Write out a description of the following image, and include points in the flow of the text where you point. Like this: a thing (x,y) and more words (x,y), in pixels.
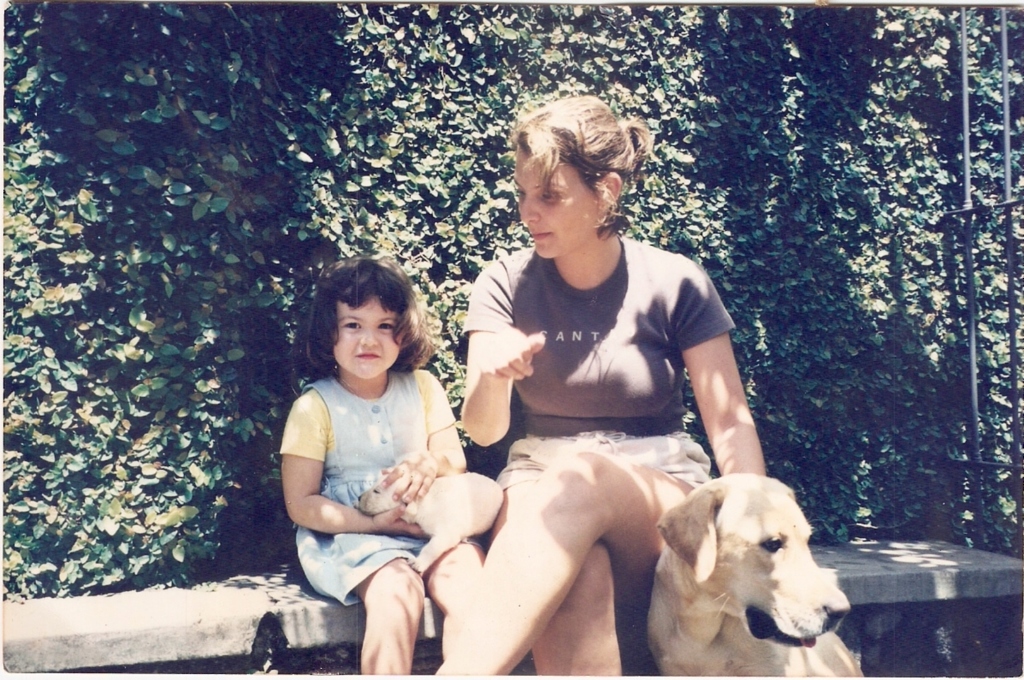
In this image, There is a woman (734,421) sitting on the right side (705,583) and she is holding a dog (738,566), In the left side (341,555) there is a girl (400,552) sitting and she is also holding a dog (462,498), In the background (166,178) there are some green color trees (681,75).
